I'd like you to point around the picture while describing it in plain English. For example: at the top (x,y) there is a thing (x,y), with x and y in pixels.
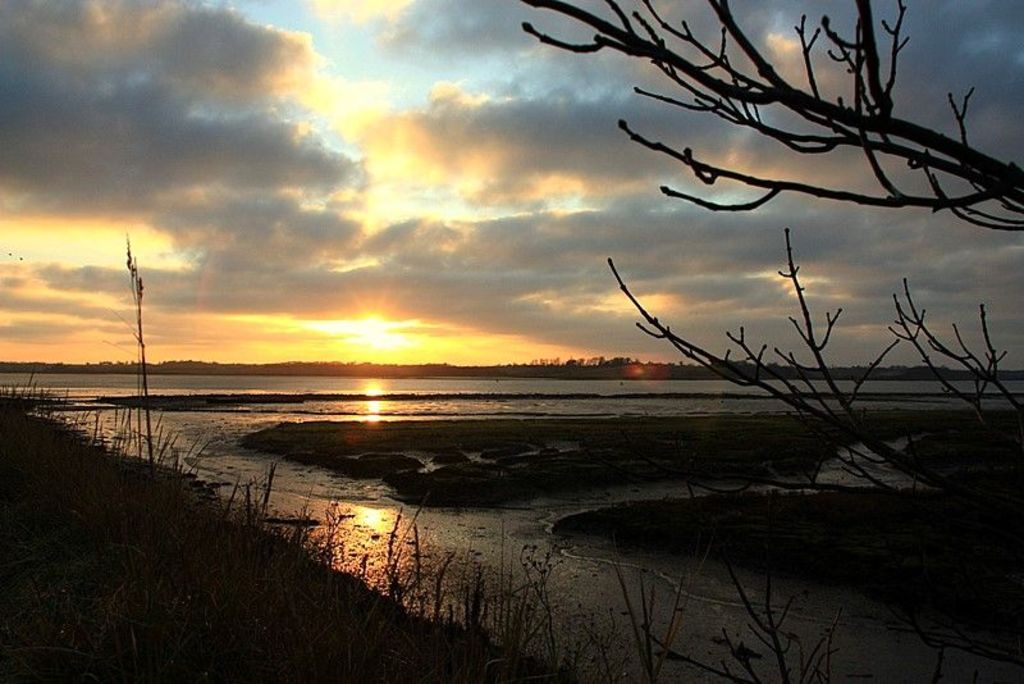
This picture is clicked outside the city. In the foreground (467,578) we can see the grass (206,607) and dry stems (712,184). In the center (514,371) there are some objects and we can see the water body (586,388). In the background (611,220) there is a sky (510,142) which is clouds (465,217) and we can see the sunlight (373,321).
